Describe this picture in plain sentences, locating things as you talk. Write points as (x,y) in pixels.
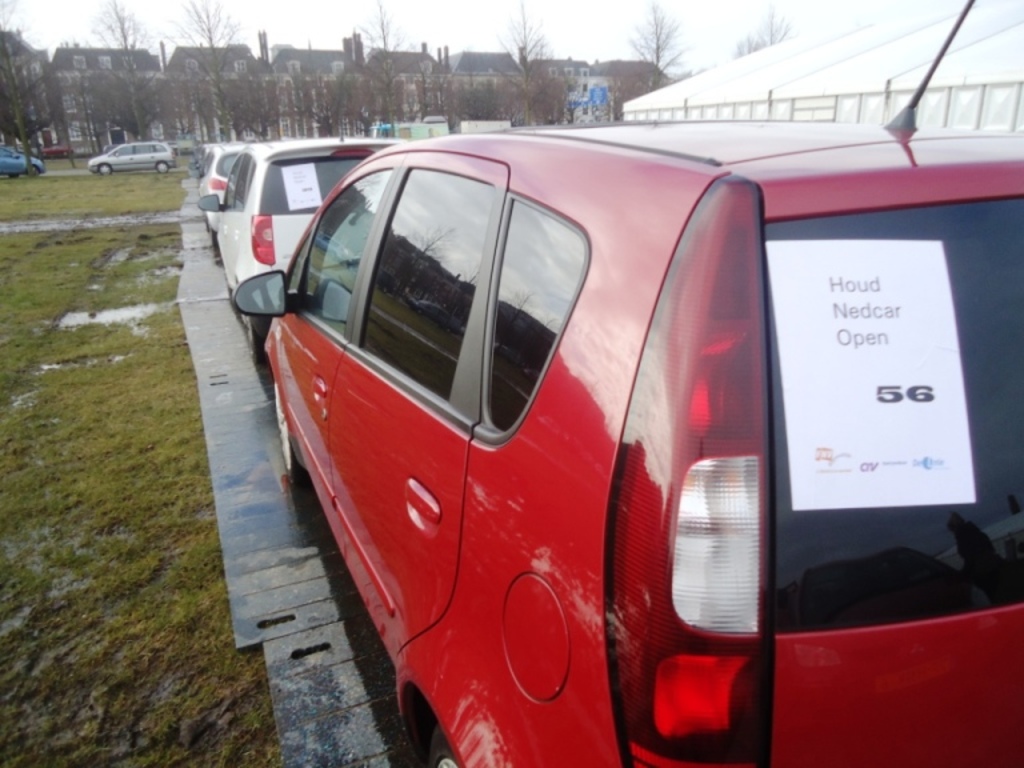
In this image I see number of cars (510,222) and I see white papers (313,188) on these 2 cars (272,200) on which there is something written and I see the grass (22,182). In the background (56,106) I see number of buildings (620,79) and I see the trees (512,100) and the sky (388,12).
